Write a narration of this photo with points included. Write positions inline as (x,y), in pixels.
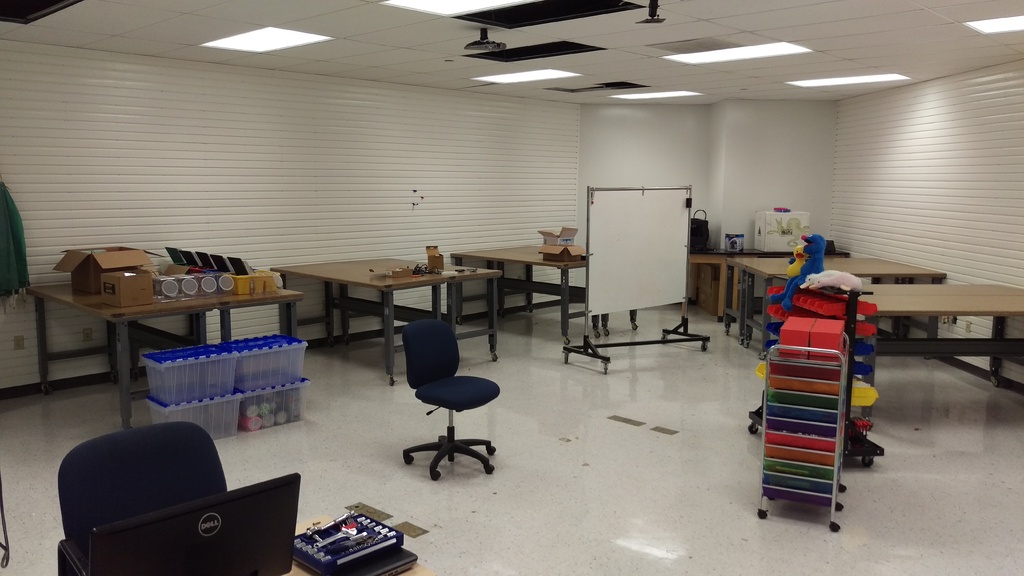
This image is clicked inside the room (347,237). There are many tables (119,404) in this image. To the left (144,514), there is a chair (153,503) and table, on which a laptop (227,543) is placed. In the background (155,305), there is table (167,305), on which some boxes (80,288) are kept. In the middle (614,287), there is a board (611,280) in white color. To the right (794,417), there is a rack trolley (803,411). At the top (462,30), there is a roof (553,51) along with light (763,54). At the bottom (587,455), there is a floor (587,455).
